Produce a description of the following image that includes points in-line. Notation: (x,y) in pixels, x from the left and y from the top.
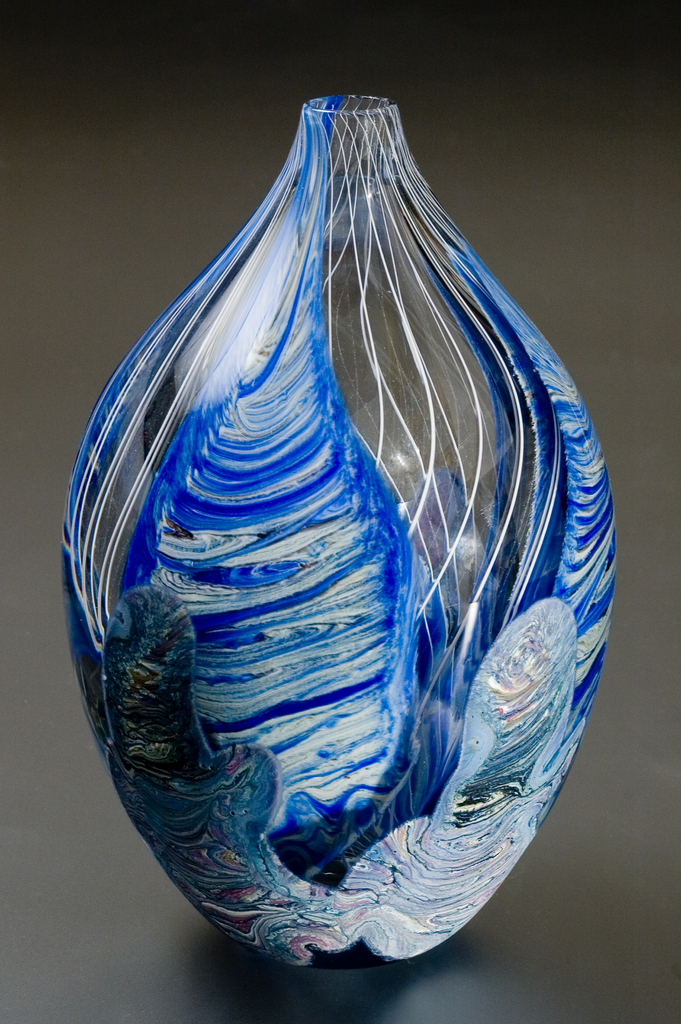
In the image there is a vase (317,530) with painting (307,579) on it (447,656).
